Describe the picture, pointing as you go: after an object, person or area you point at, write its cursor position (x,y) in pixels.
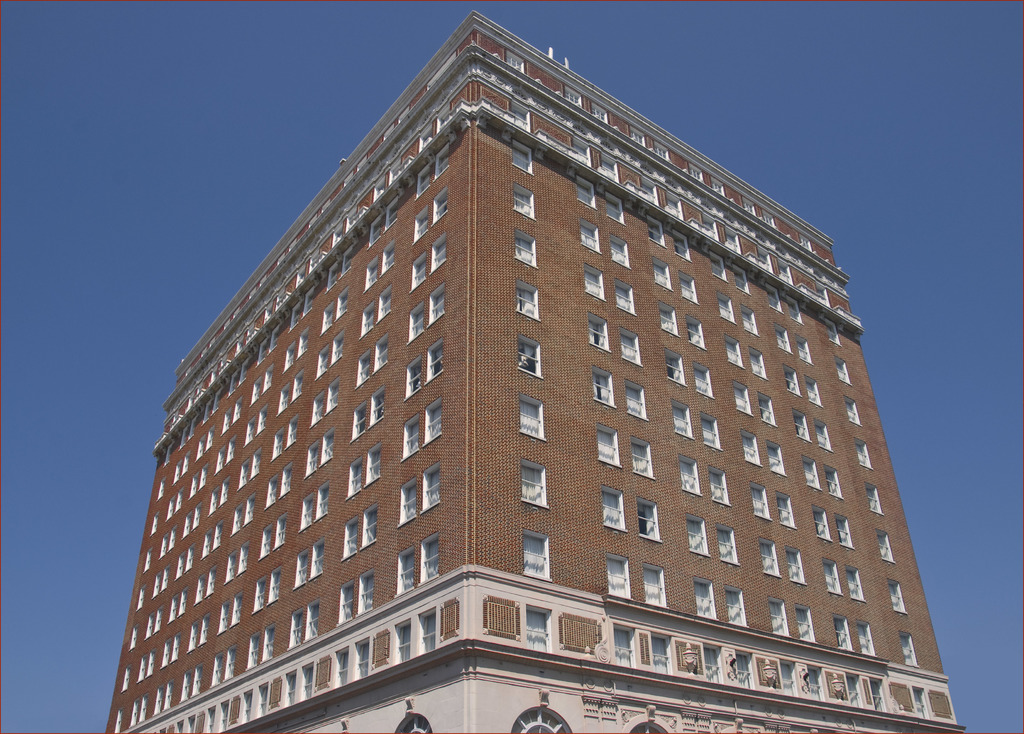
In this picture, we see a building (482,409) in brown and white color. It has many windows (530,475). In the background (214,155), we see the sky (974,209), which is blue in color.
